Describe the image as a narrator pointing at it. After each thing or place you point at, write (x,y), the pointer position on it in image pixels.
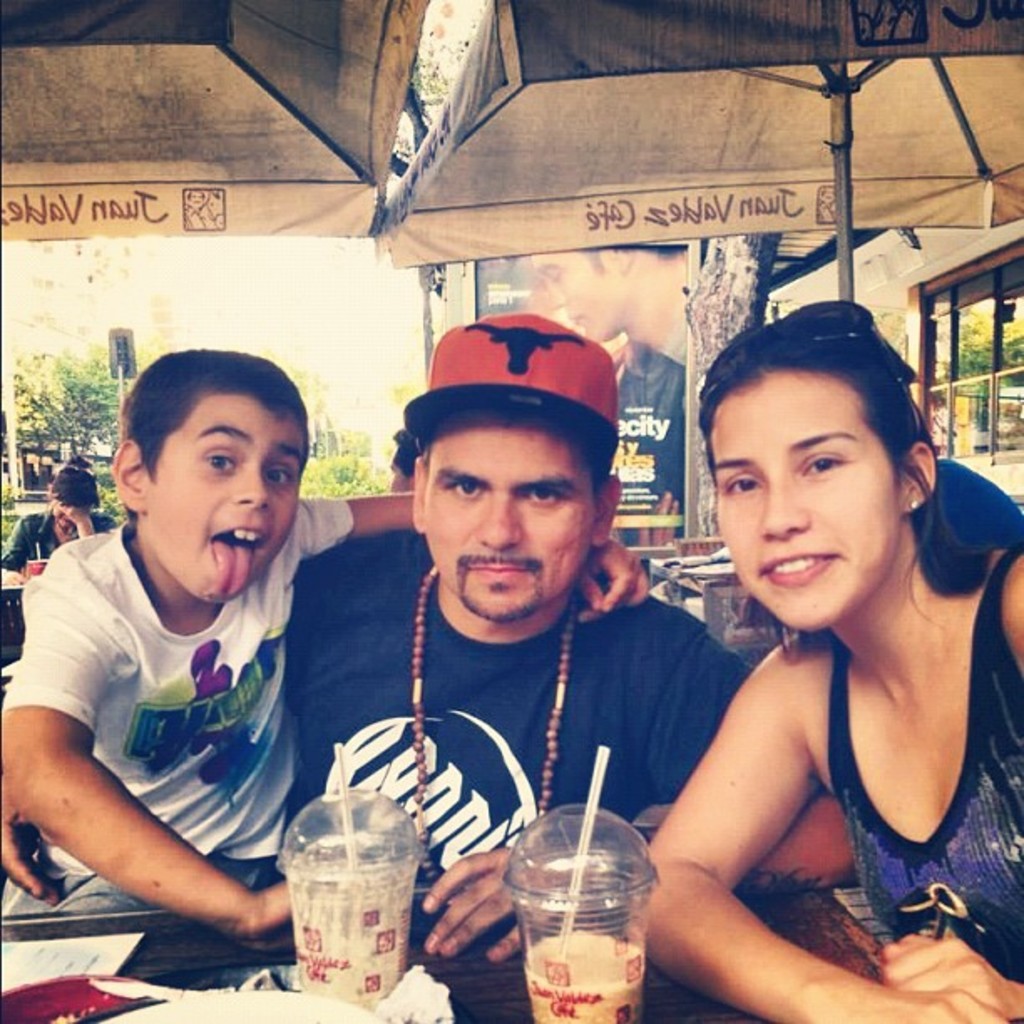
In the middle (484,353), there is a person (494,361) wearing an orange color cap (494,367), sitting next to a child (210,671) who is in white color T-shirt (242,601). On the right side (983,857), there is a woman (962,851) in a tank top (991,806), smiling and keeping a hand (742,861) on the table (755,1023) on which, there are two glasses (390,815). In the background (575,275), there is a poster (584,284), there is a person (76,489) sitting and there are trees (74,396).
